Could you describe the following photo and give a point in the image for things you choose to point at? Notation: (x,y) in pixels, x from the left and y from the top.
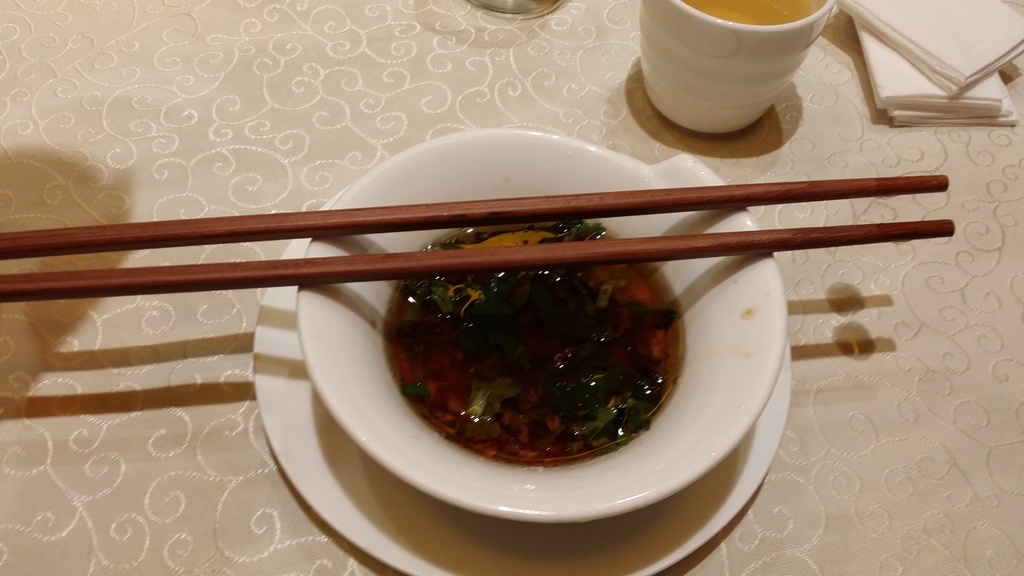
A soup (425,350) is filled in a bowl (700,330). The bowl (701,346) is kept on a table (653,153). There are pair of chopsticks (296,224) on the bowl (547,160). There is a glass (684,69) beside the bowl (573,140).
